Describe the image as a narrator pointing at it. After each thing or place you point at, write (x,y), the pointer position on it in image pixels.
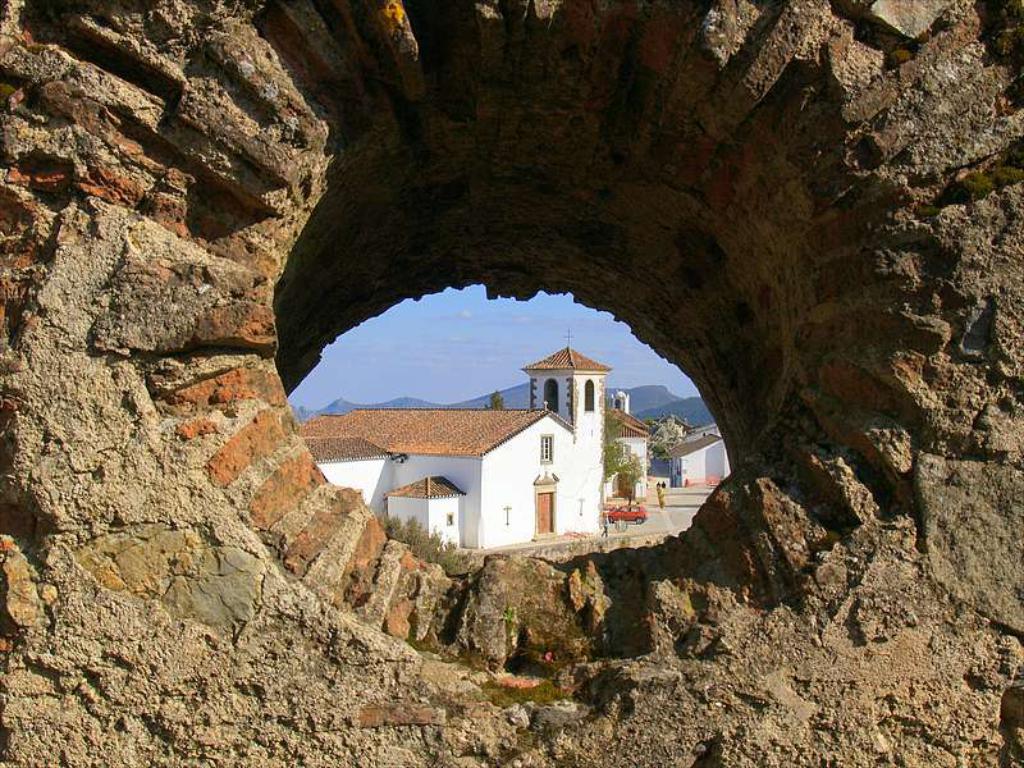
In the picture we can see an old wall (177,533) with a brick (156,215) on it, we can see a round hole (754,274) from it, we can see house building (454,468) with roof top (402,432) and near it, we can see some trees (628,478) and behind it we can see some hills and sky (511,359).
